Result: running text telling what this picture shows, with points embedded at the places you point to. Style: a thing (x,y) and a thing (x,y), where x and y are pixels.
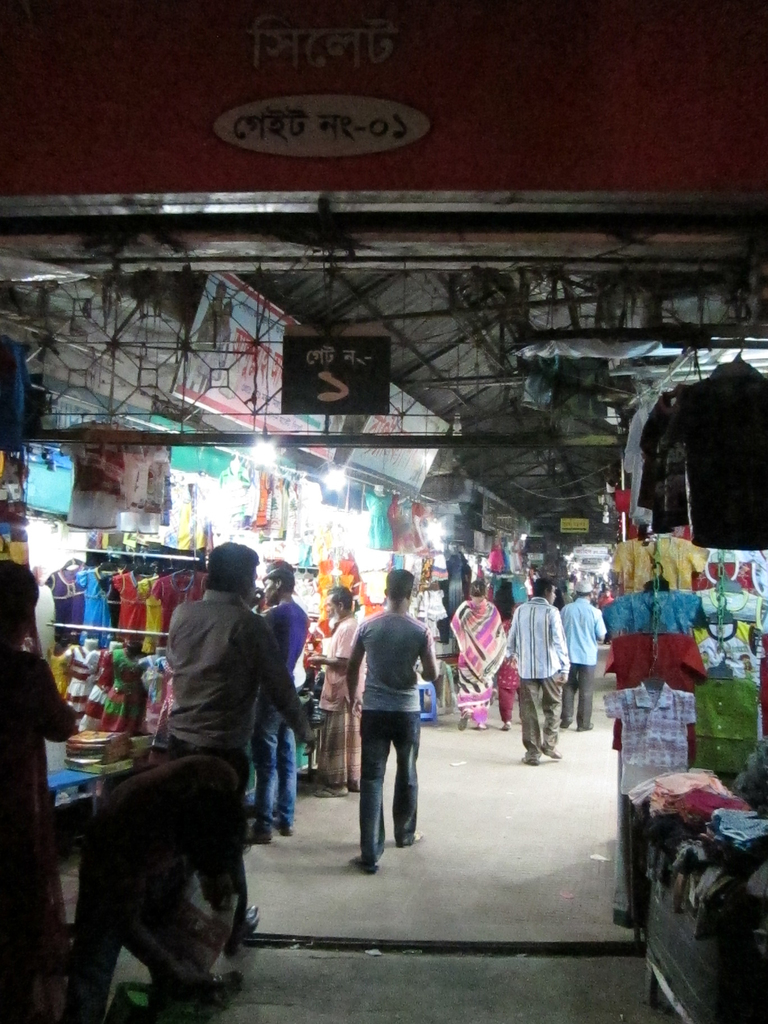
In this image we can see a group of people (381,737) walking on a pathway (504,787). We can also see some clothes (681,753) hanged to a hanger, mannequins (96,665) with dresses (115,722), some folded clothes (660,847) on a table (694,975), chairs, a banner (261,425) and some lights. On the top of the image (431,127) we can see a board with some text (273,125) and a roof (350,281).
